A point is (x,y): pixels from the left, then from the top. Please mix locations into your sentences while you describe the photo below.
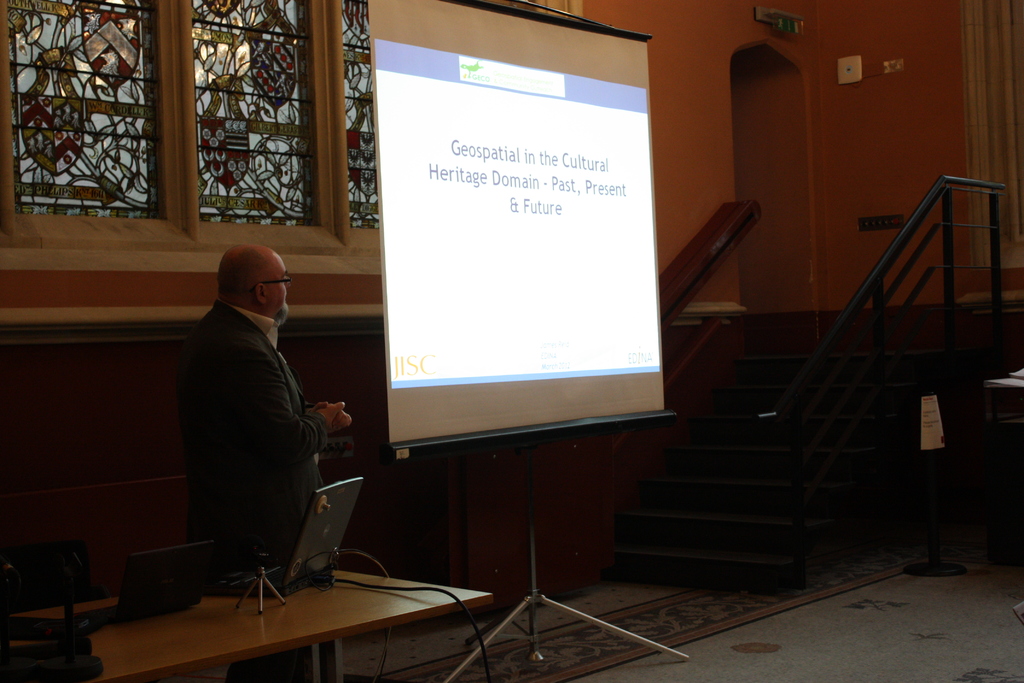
In this picture there is a man (318,460) who is standing at the left side of the image (318,428), it seems he is explaining something with the projector screen (374,77), there are stairs (722,499) at the right side of the image (699,527) and there are windows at the left side of the image (49,109) and there are laptops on the table (186,625) before the man (296,503).
